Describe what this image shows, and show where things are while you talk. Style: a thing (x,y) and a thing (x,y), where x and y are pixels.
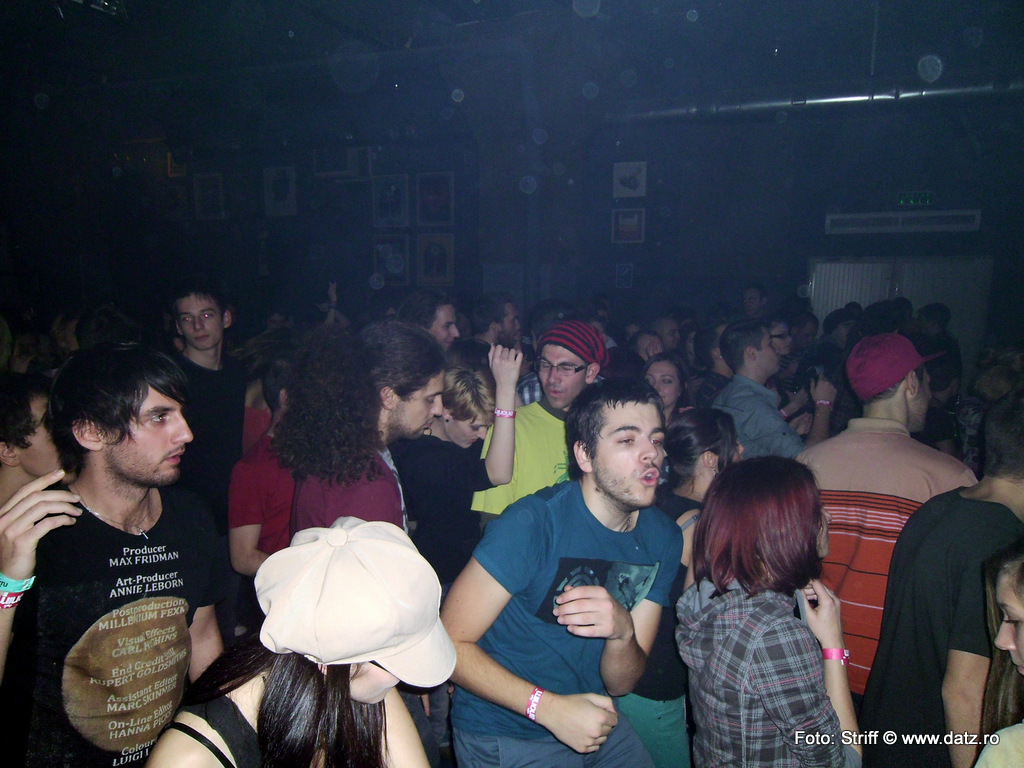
This is the picture of a room (271,516). In this image there are group of people (390,660) standing. At the back (552,261) there are frames (381,261) and pipes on the wall (456,274) and there is a door (977,339). In the bottom right (814,739) there is a text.
